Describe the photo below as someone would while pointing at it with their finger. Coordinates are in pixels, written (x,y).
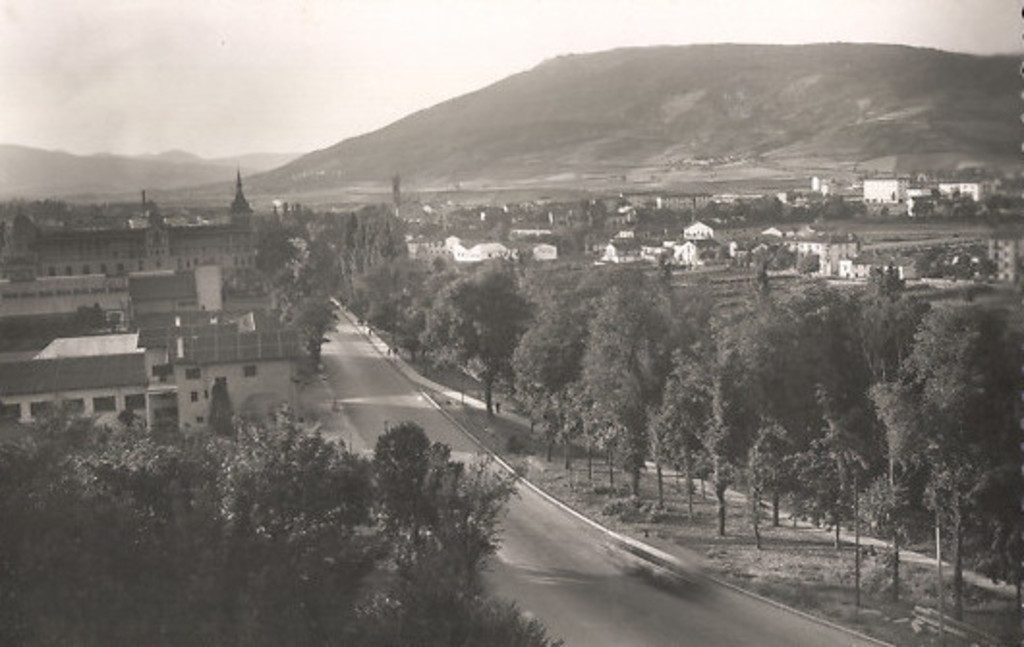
In this image we can see buildings (84,397), trees (401,227), hills (903,79), plants (35,620), road (531,505) and we can also see the sky (115,62).
